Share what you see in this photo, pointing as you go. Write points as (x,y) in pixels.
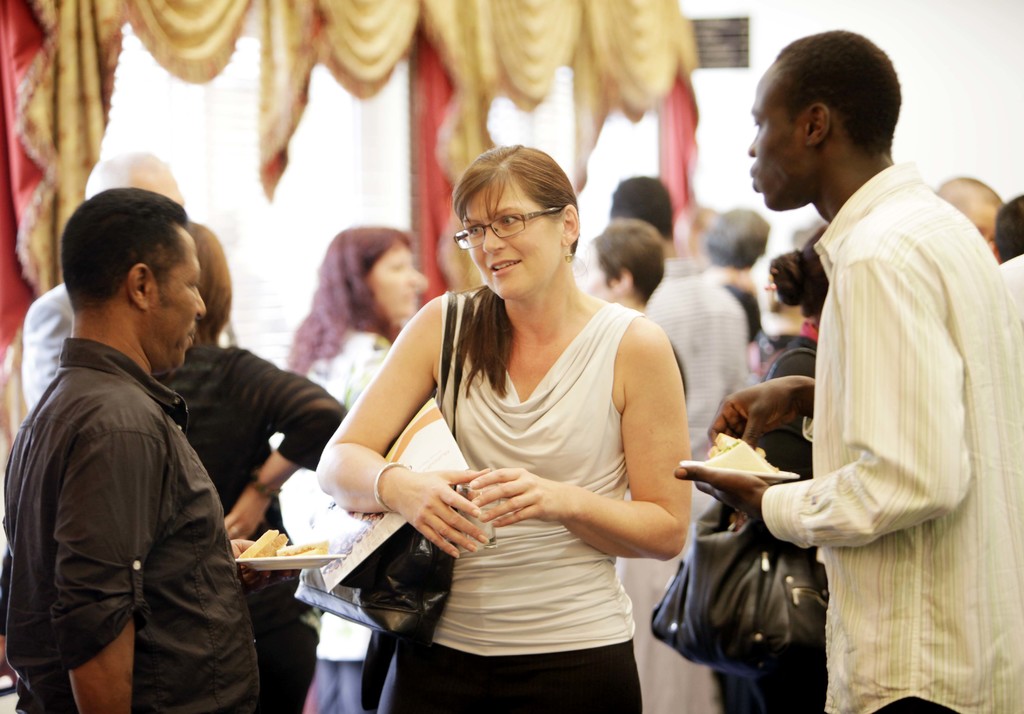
This image is taken indoors. In the background (246,165) there is a wall (713,102) with a window (392,91) and there are a few curtains (663,117). A few people (267,427) are standing on the floor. On the left side of the image (124,466) a man (129,536) is standing and he is holding a plate (254,561) with a few food items (256,553) in his hands (246,572). In the middle of the image (518,341) a woman (526,456) is standing and she is holding a glass (471,495) in her hands (447,525) and she has worn a hand bag (417,562). On the right side of the image (883,280) a man (890,407) is standing and he is holding a plate (770,474) with a food item (730,449) in his hands (723,477).
